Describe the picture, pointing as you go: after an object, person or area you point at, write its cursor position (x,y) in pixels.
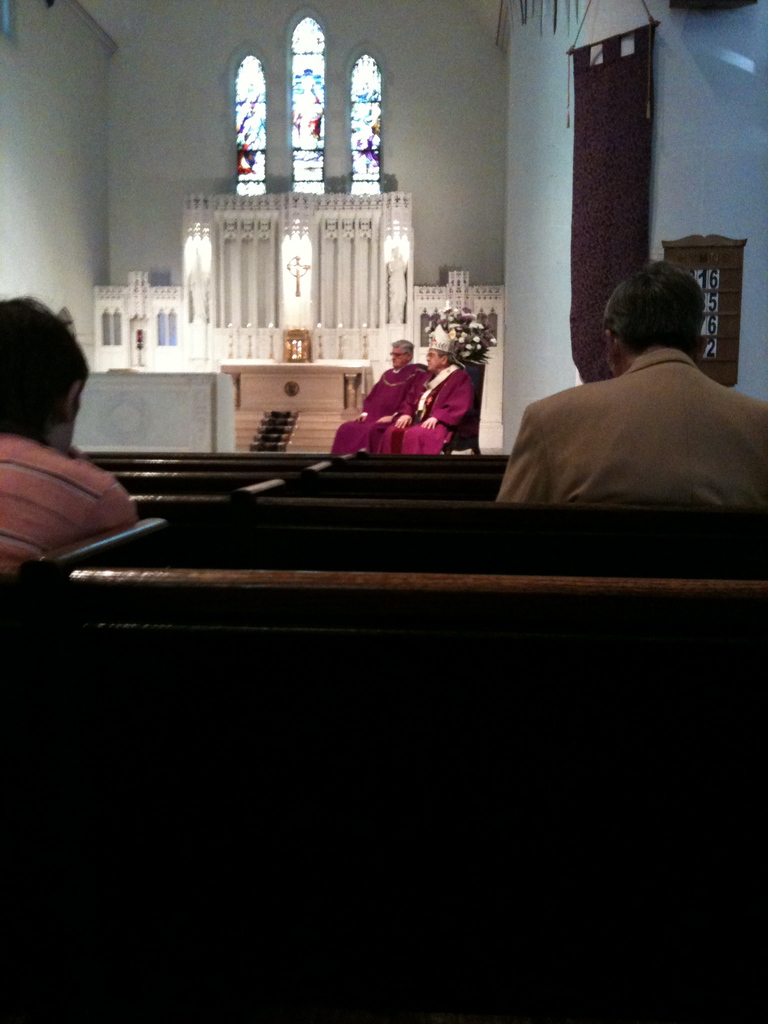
In this image it seems like it is a church (230,501) in which there are two persons (86,516) sitting on the bench (320,602) and there are two fathers (415,372) in front of them. In the background (282,262) there are lights (193,245). On the right side (735,146) there is a wall (735,158) to which there is a banner (611,124). At the top (315,119) there are windows (371,121).
